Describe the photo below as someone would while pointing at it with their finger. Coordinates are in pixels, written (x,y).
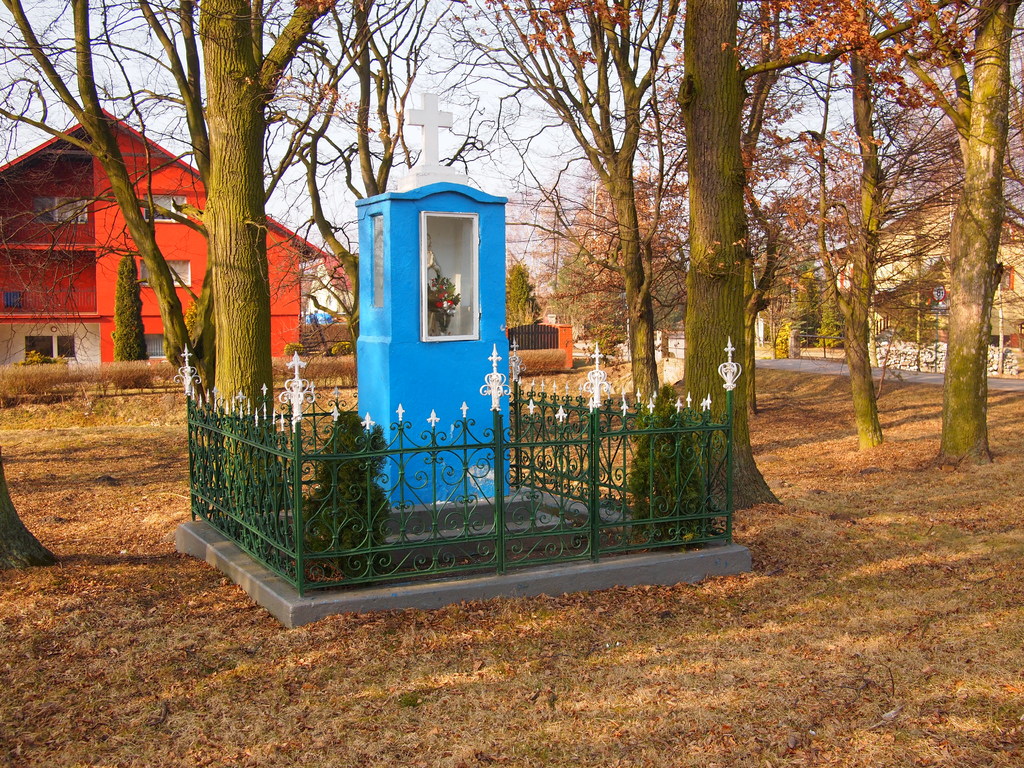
In the center of the image (476,321) we can see a box (470,294) with a statue (434,271) and flowers (451,300) in it. Metal fence (264,500) with group of plants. In the background (87,331), we can see a group of trees (950,318), building (153,324) with windows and the sky (514,157).
